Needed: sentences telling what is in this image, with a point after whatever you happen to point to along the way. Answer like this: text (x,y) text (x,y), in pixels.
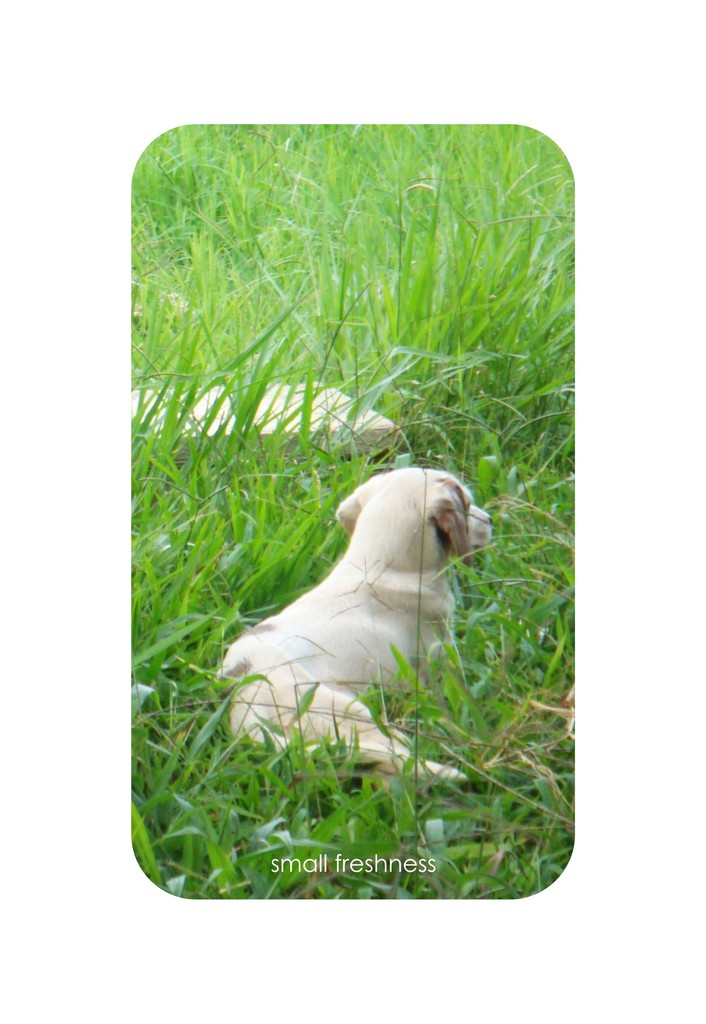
In this image there is a puppy (360,621) sitting in the grass (378,688).
